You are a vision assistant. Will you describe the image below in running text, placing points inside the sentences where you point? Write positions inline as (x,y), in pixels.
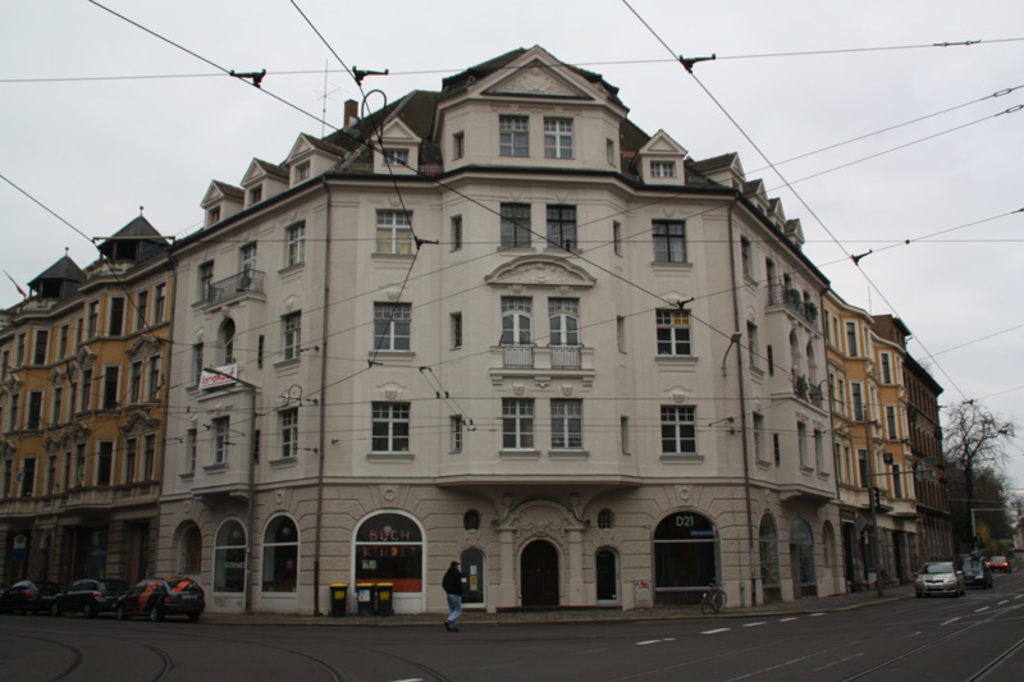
There are vehicles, trash bins (386,594) and a person (458,599) at the bottom side of the image (336,607), there are buildings (762,394) in the foreground (634,373) and trees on the right side (951,429). There are wires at the top side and the sky (665,109) in the background (523,38).
